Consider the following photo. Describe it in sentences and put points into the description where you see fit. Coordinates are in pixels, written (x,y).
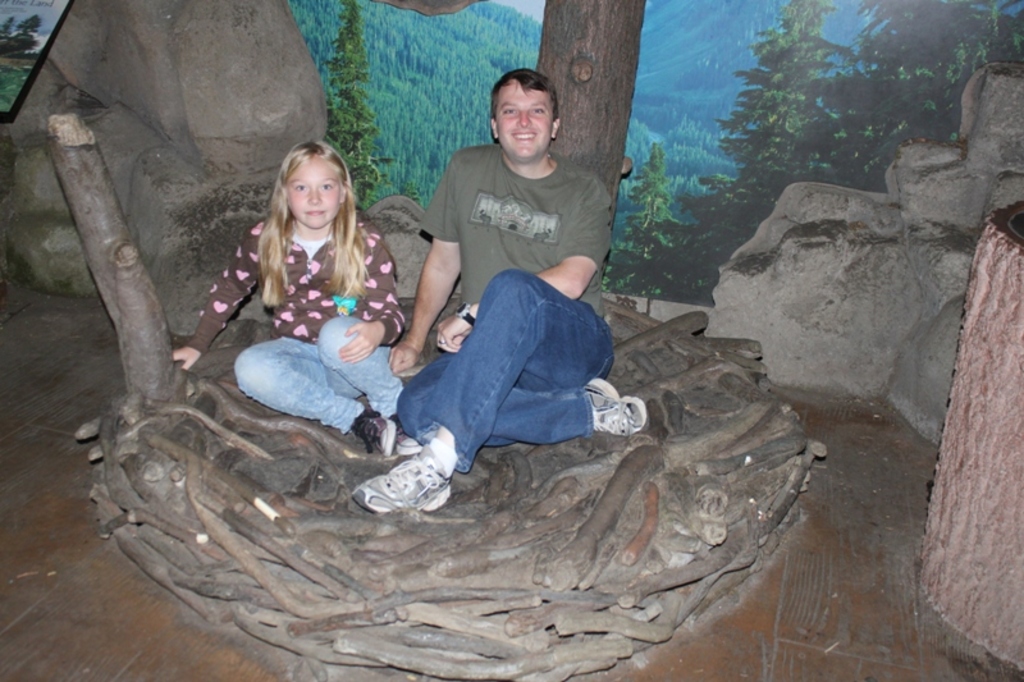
In this image, we can see two people (542,260) man (547,298) and girl (347,269) are sitting on the sculpture (605,531). On the right side (979,483), we can see a wooden trunk (1000,336), stone (975,164). On the left side (268,114), we can also see a wooden trunk (142,273), stones (249,104). In the background (400,20), we can see a wooden trunk (623,100), painting (677,47), trees (794,23) and a sky (530,15).
